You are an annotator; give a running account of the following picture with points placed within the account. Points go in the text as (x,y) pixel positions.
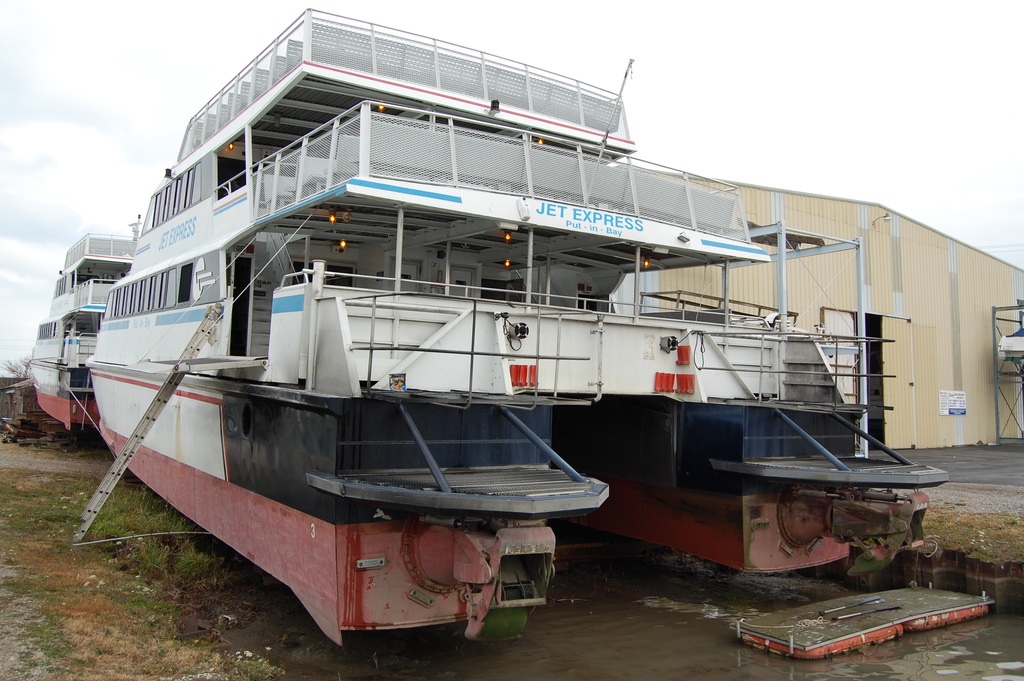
In this image we can see two ships (338,549) on land (410,665), there are text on one ship (216,358), there is a ladder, a shed (967,364), there is a board (959,398) with text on it, there are poles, grass (85,485), a tree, also we can see the sky (706,73).
